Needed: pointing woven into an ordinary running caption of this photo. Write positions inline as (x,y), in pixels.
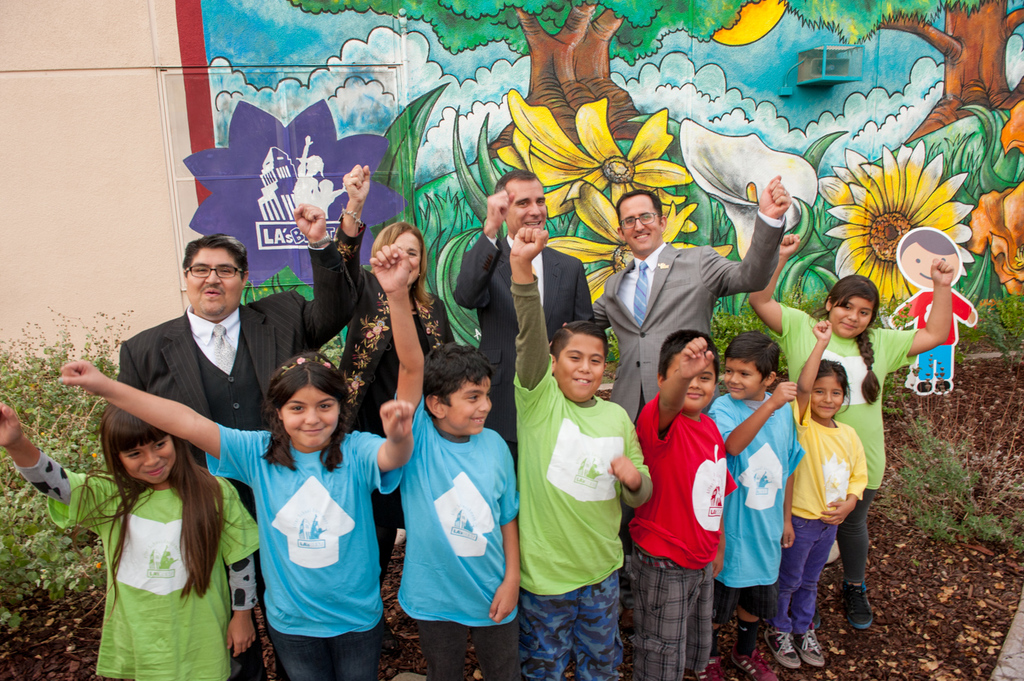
In this image in the center (502,297) there are some people (416,507) who are standing, and on the right side (942,500) and left side (42,419) there are some plants (37,403) and sand (913,629) and some leaves (932,470). In the background (256,174) there is a wall (450,111), on the wall (834,107) there is some art (270,218).
